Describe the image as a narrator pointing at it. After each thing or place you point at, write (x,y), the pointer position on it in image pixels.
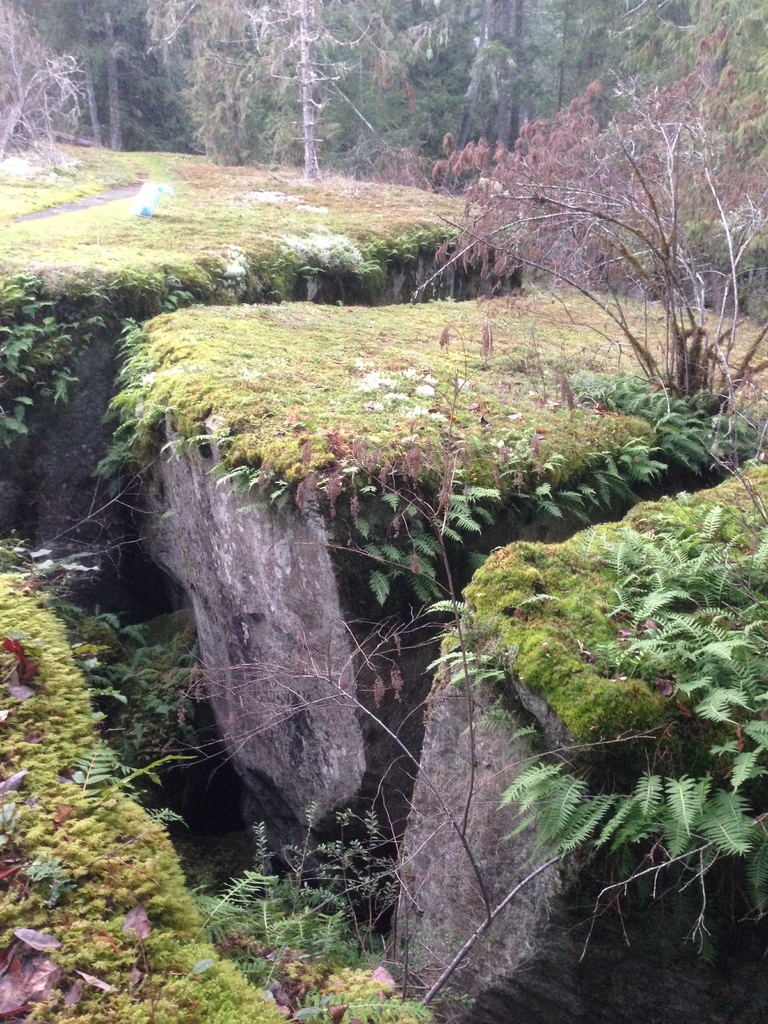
In this picture I can observe large stones (303,667). There is some grass (234,323) and plants (431,427) on the stones (491,735). In the background (310,88) there are trees (371,111).
